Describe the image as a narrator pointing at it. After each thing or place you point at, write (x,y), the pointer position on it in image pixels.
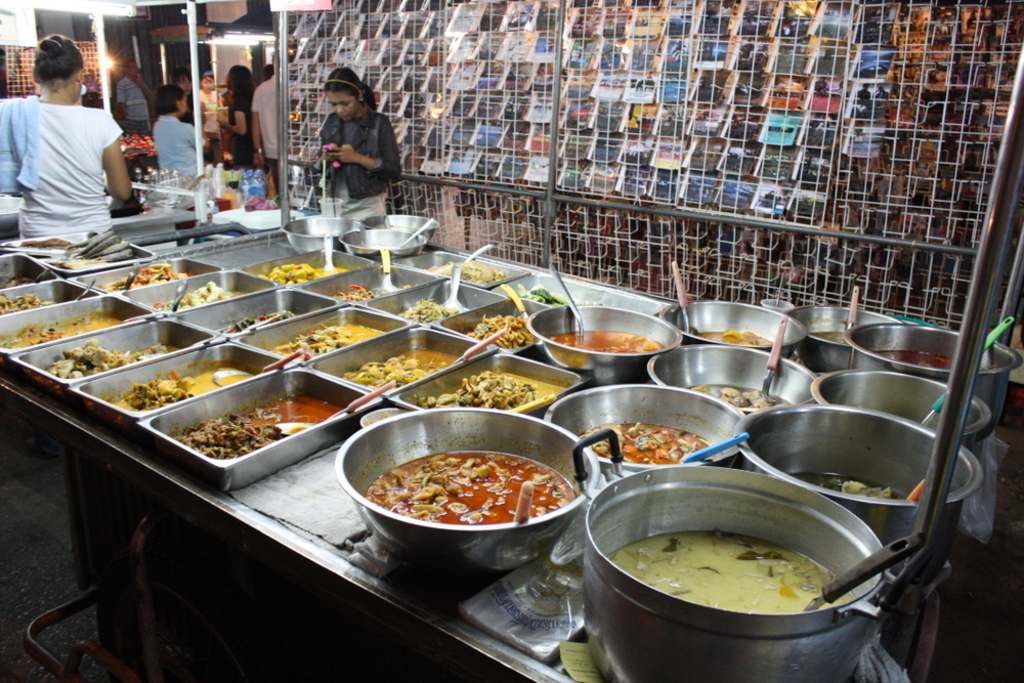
In this image we can see there is a table (274,544) and on the table (200,346) we can see some bowls (681,642) and trays (210,356) with food items (732,575) and in the background (51,139), we can see some people (104,218) standing and there is stand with some objects (780,95).
